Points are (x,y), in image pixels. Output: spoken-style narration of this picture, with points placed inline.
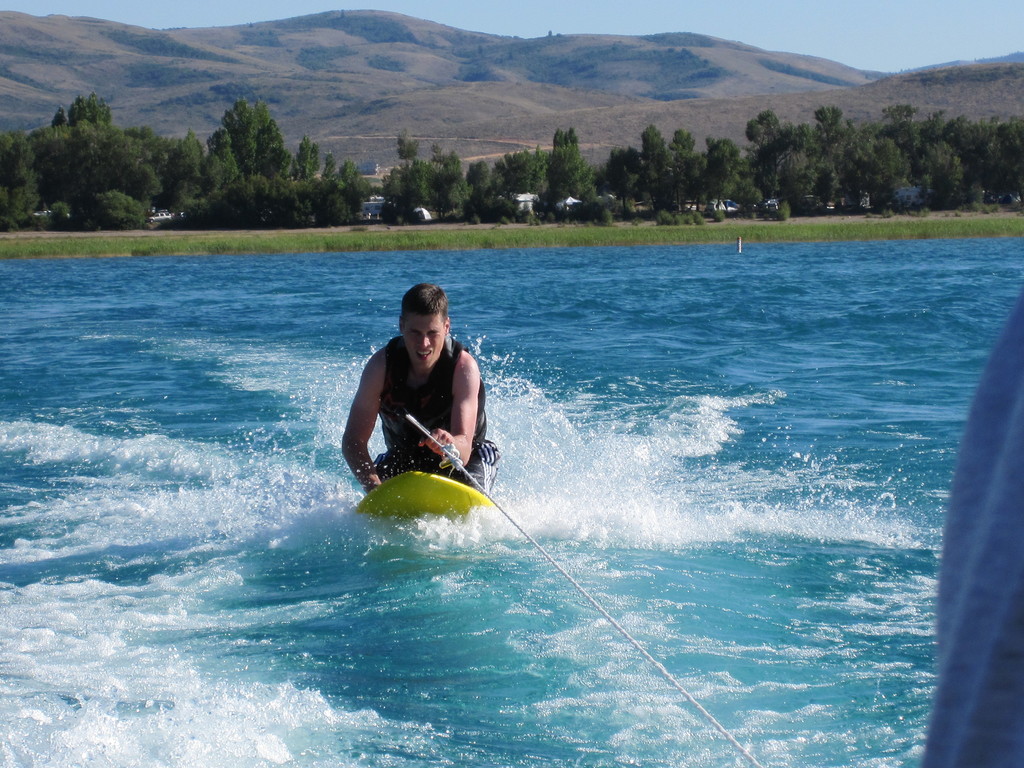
In this image there is a person (436,391) surfing on the water (331,411) and he is holding the rope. Behind the person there is grass (504,236) on the surface (603,222). There are trees (499,179), buildings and mountains (236,100). At the top of the image (166,22) there is sky (138,11).
